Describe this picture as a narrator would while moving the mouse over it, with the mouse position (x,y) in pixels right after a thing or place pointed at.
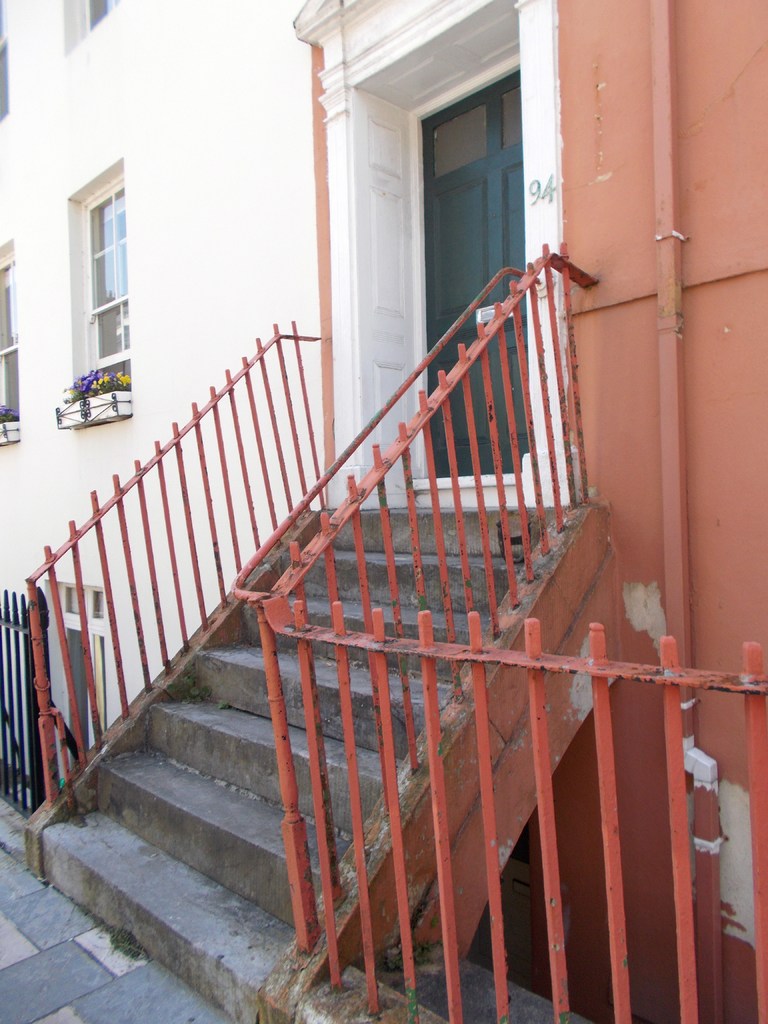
In this image we can see steps (456,541), railings (90,523), windows (17,405), door (516,90), plants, flowers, and a building (652,211).
